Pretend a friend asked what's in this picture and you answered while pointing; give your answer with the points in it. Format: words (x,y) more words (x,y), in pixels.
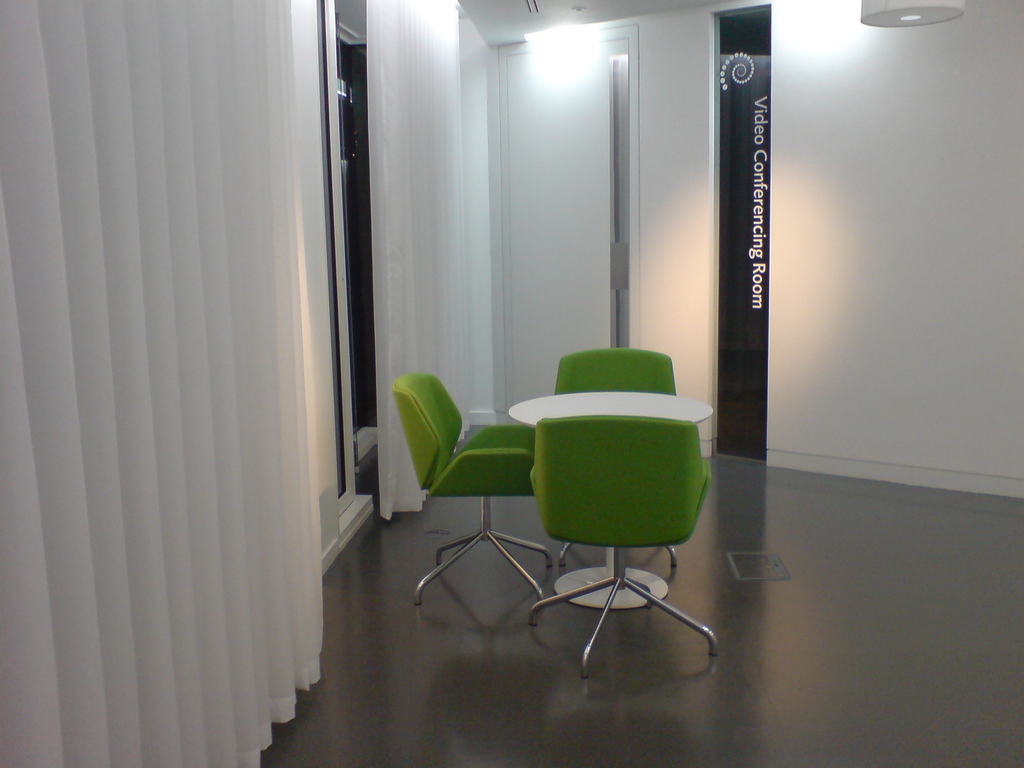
In the center of the image (565,438) we can see table (590,412) and chairs (616,422). In the background (841,208) there is a door (588,281), curtains (294,308) and wall (684,195).
